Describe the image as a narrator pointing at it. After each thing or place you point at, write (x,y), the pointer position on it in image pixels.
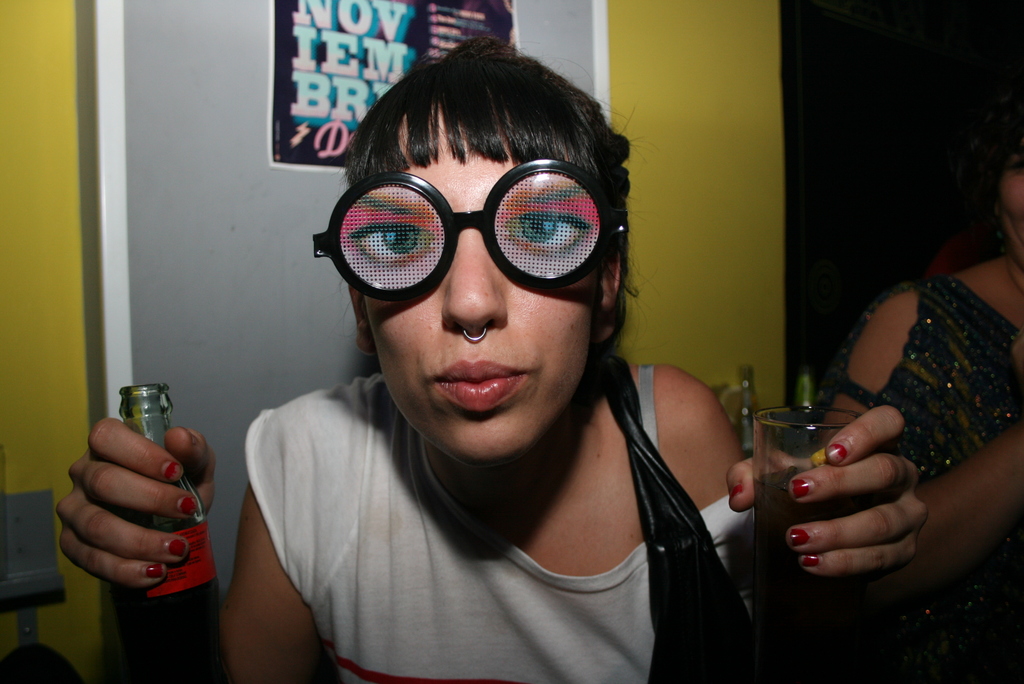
In this picture I can see a person (438,372) holding bottle (210,644) and glass (798,552) with hands (149,535).
